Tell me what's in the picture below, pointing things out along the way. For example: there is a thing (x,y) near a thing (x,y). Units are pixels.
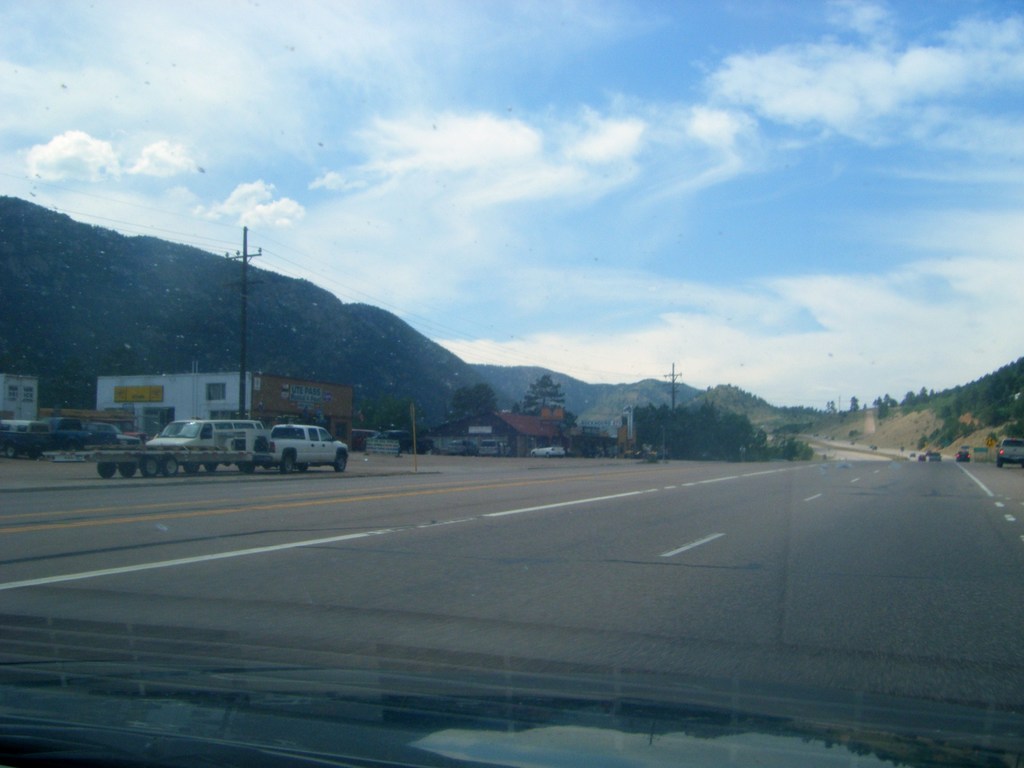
In this image, we can see the road (756,613), on the left side (118,423) there are some cars (104,434), we can see electric poles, there are some trees (750,434), at the top (293,152) we can see the sky (548,160).
